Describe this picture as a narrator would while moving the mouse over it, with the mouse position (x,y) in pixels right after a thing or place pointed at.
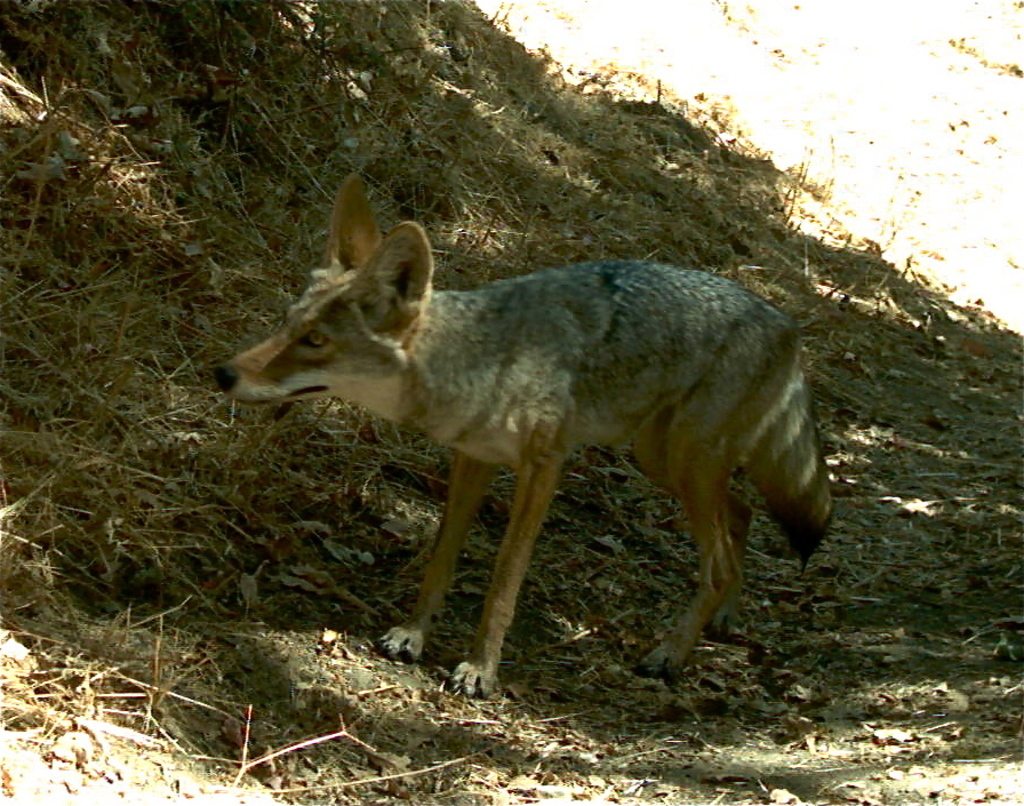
In this image we can see animal (602,324) and dried grass (804,291).
